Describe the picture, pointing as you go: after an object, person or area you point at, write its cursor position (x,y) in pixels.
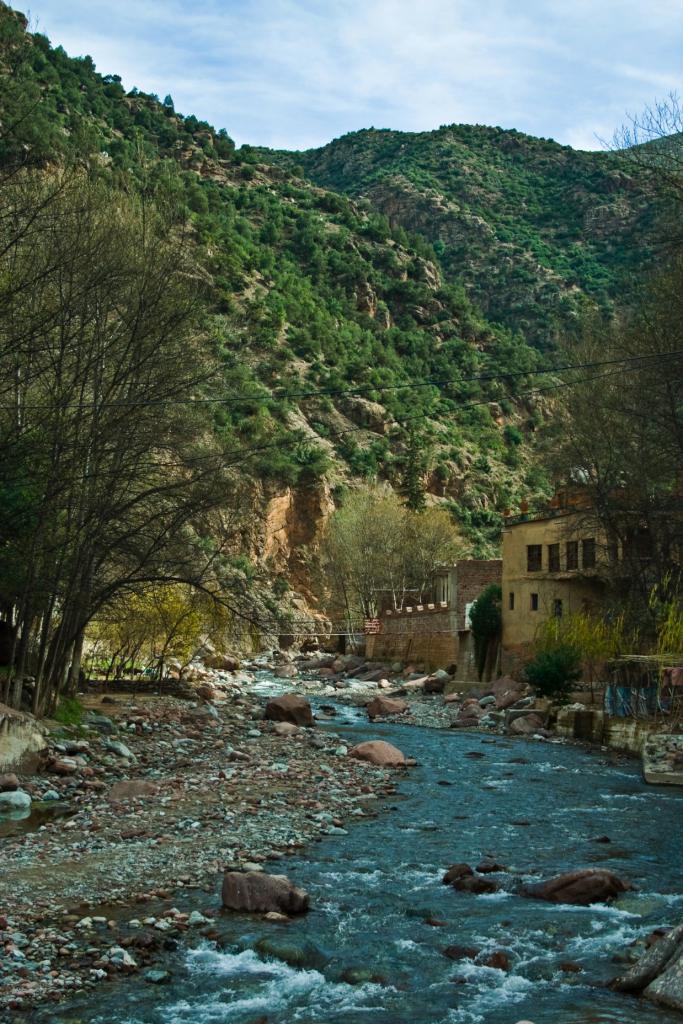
This picture is taken from the outside of the city. In this image, on the right side (585,553), we can see a building (569,555), trees (663,297), plants (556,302). On the left side (53,195), we can also see some trees (157,568), plants (181,586). In the background (251,310), we can see some rocks (201,300), trees (285,315), plants (553,218). At the top (551,117), we can see a sky (538,90) which is a bit cloudy. At the bottom (520,821), we can see water (506,795) in a river (470,824) with some stones (251,831) and a land (95,856).
